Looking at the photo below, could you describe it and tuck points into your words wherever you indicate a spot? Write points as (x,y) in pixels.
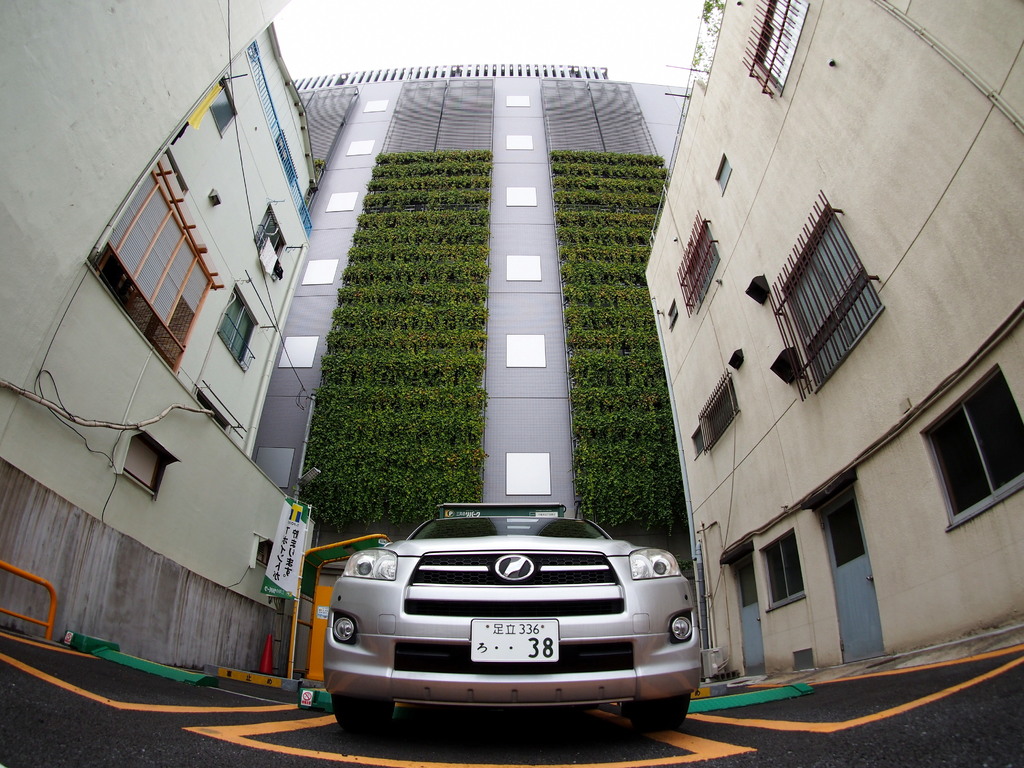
In this image I can see the vehicle (513,654). To the left (287,562) I can see the boards (290,561). In the background (399,413) I can see the buildings (272,385) with windows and plants (482,336). I can also see the sky (431,26) in the back (459,31).
